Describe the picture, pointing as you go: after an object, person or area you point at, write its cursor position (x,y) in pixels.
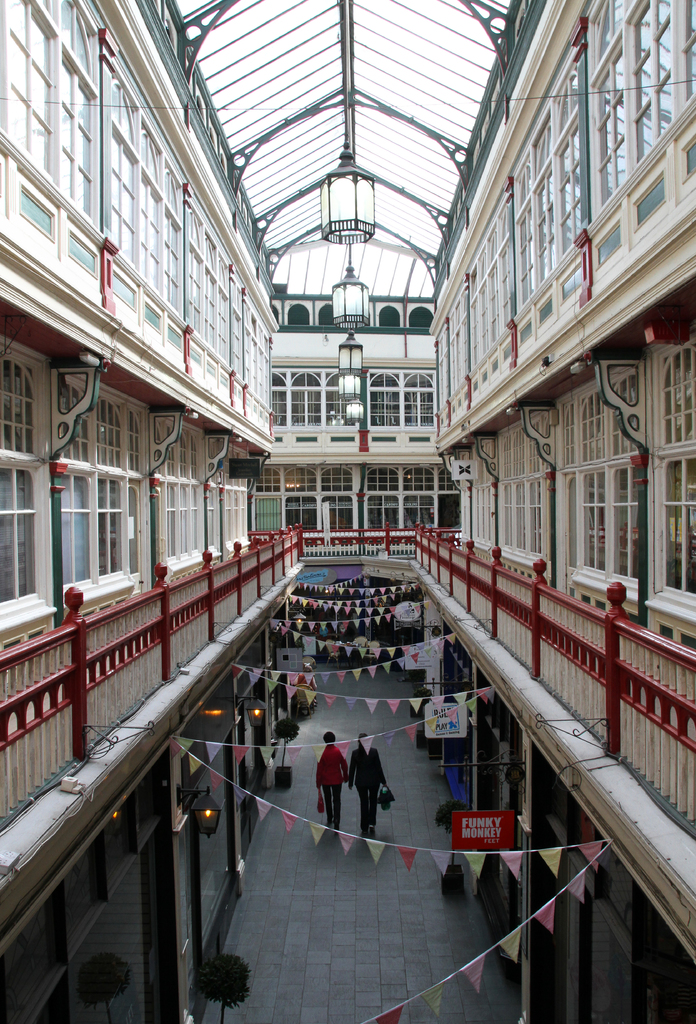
In this image we can see a building (337,427), electric lights (354,316) hanged from the top, railings (313,538), houseplants (241,969), decors (376,666) and persons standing on the floor (334,878).
